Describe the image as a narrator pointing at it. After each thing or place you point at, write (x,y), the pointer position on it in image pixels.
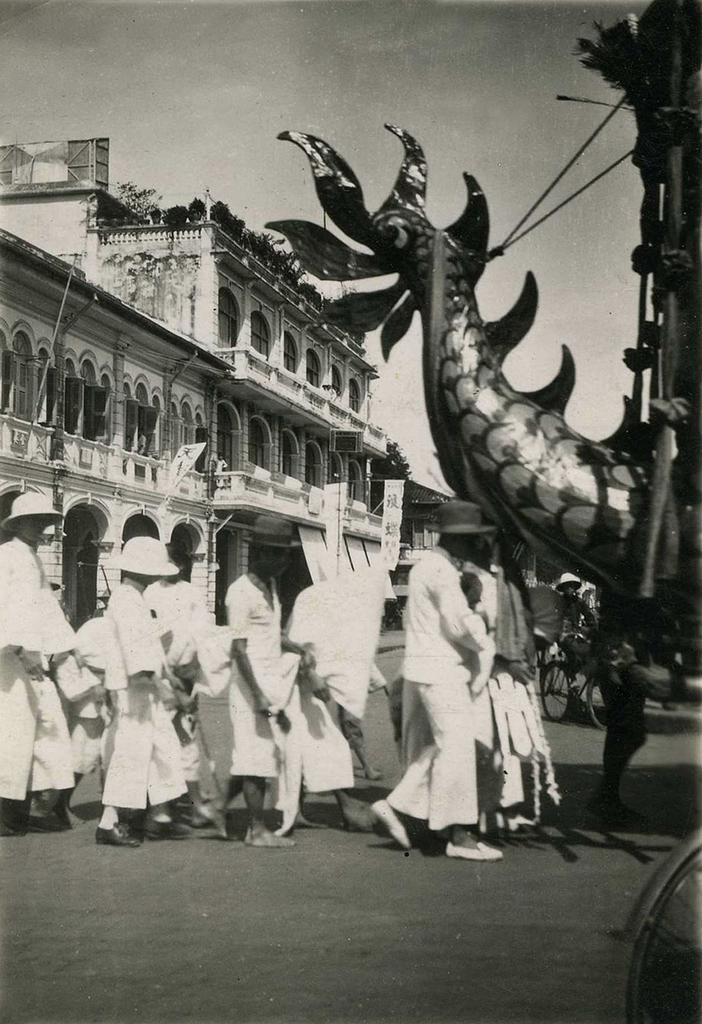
This is a black and white image and here we can see people (272,716) on the road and are wearing caps (137,552) and we can see vehicles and buildings (199,246). At the top (564,340), there is sky (319,133).
